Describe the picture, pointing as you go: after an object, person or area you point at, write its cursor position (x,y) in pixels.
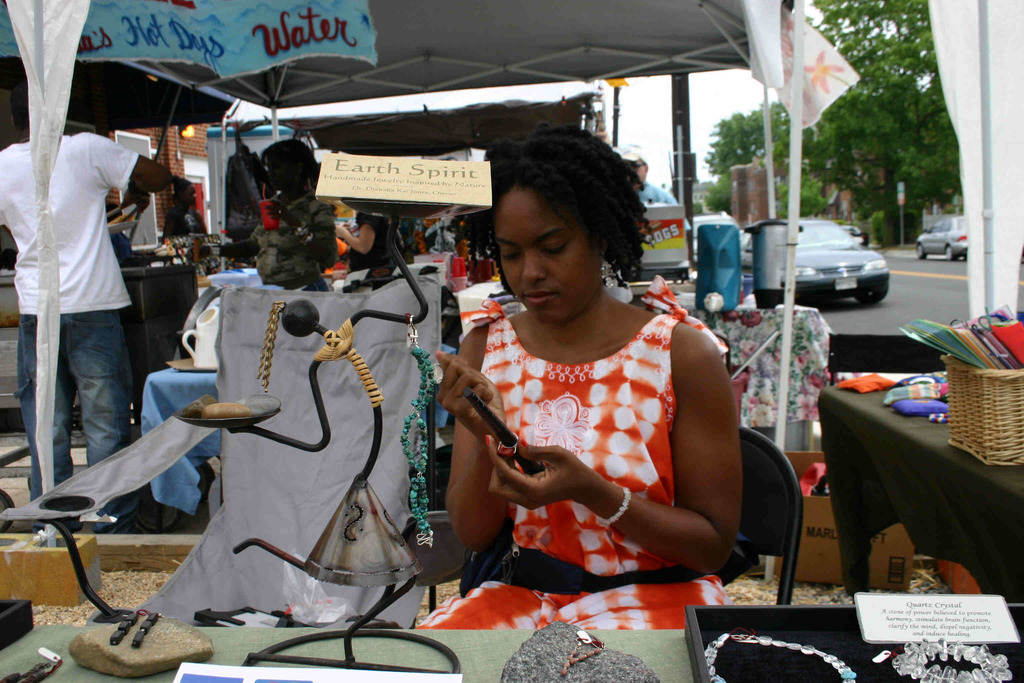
The image is outside of the city. In the image there is a woman (642,370) sitting on chair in front of a table (484,635), on table (439,630) we can see a stone (562,650), pearls (990,682), board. On left side (139,171) there are few people (171,219) standing, on right side (815,204) we can see cars (831,229), trees (861,122) and sky (715,90) is on top (729,91).
